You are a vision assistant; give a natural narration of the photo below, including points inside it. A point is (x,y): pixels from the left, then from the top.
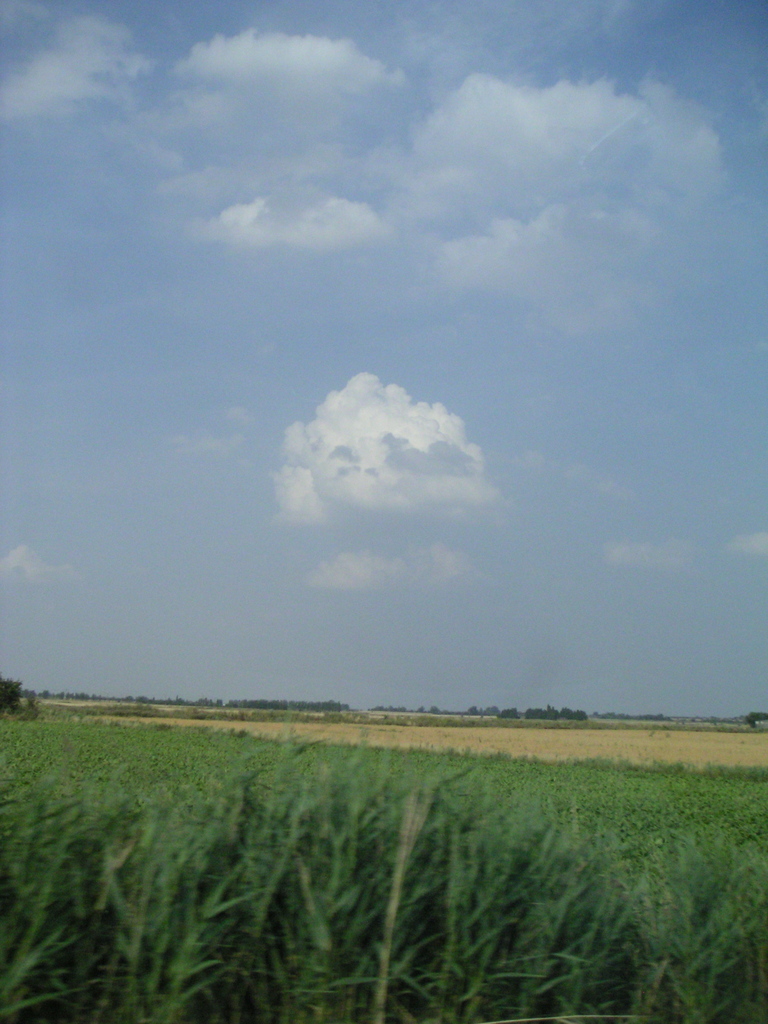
In this image we can see plants (305,877) at the bottom (287,843). In the background (166,679) there is sky (252,371) with clouds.
